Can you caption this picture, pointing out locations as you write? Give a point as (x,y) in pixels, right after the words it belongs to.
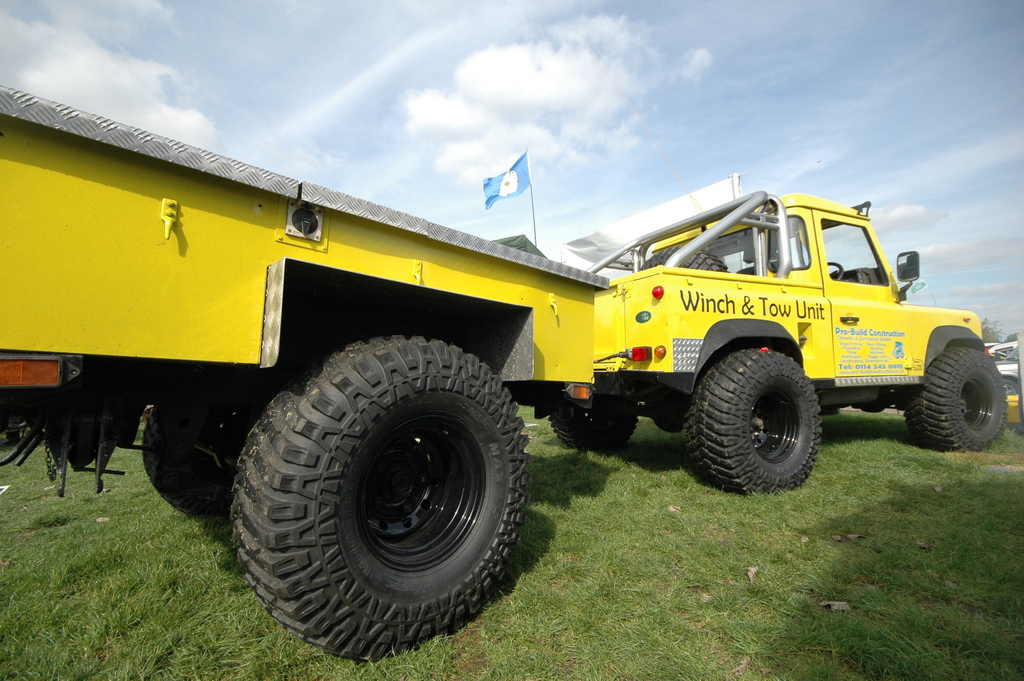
In this image I can see a yellow color of vehicle (319,450). In the background (438,212) I can see a flag (519,180) and a clear view of sky (760,68).
